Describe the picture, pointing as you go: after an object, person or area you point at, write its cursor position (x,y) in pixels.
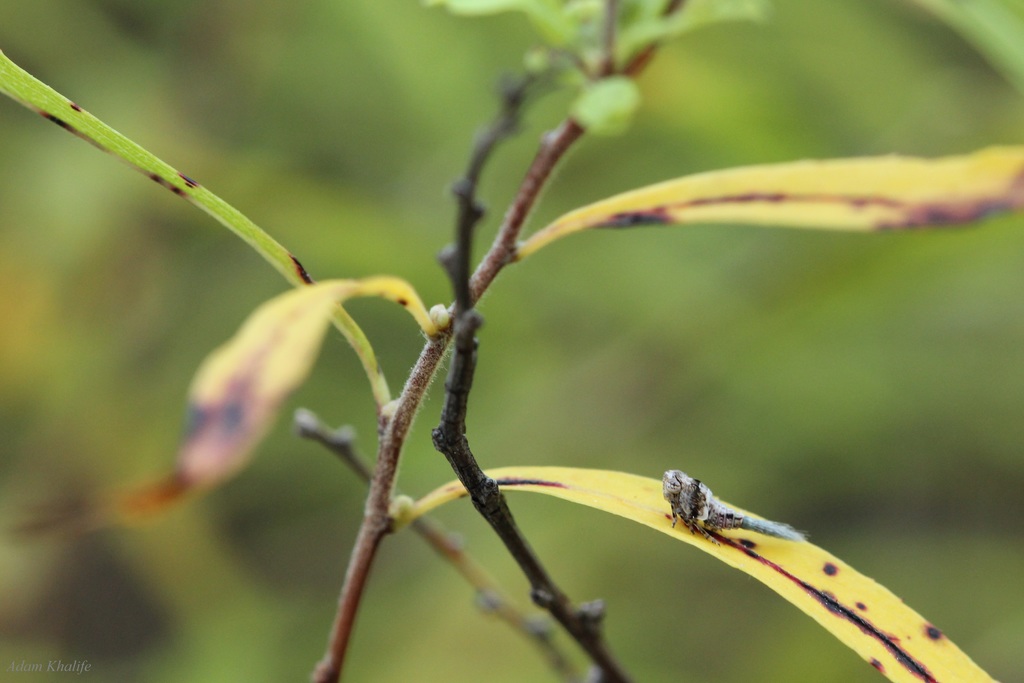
In this image in the front (463,450) there is a plant (412,410) and the background (28,529) is blurry.
